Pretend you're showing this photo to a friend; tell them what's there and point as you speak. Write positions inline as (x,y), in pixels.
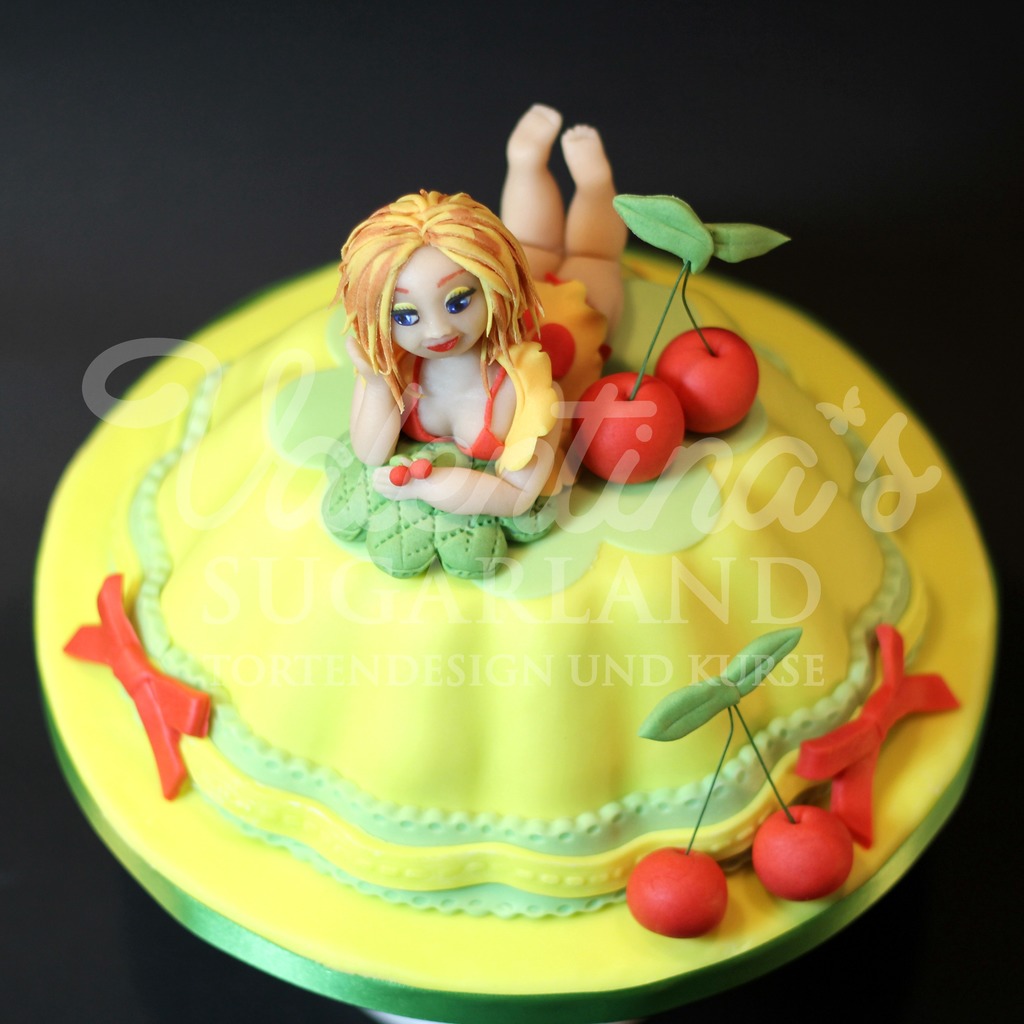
In this image there is a cake (544,730) having few structures (661,895) carved in the shape of few fruits (674,893) and a woman (386,390).
